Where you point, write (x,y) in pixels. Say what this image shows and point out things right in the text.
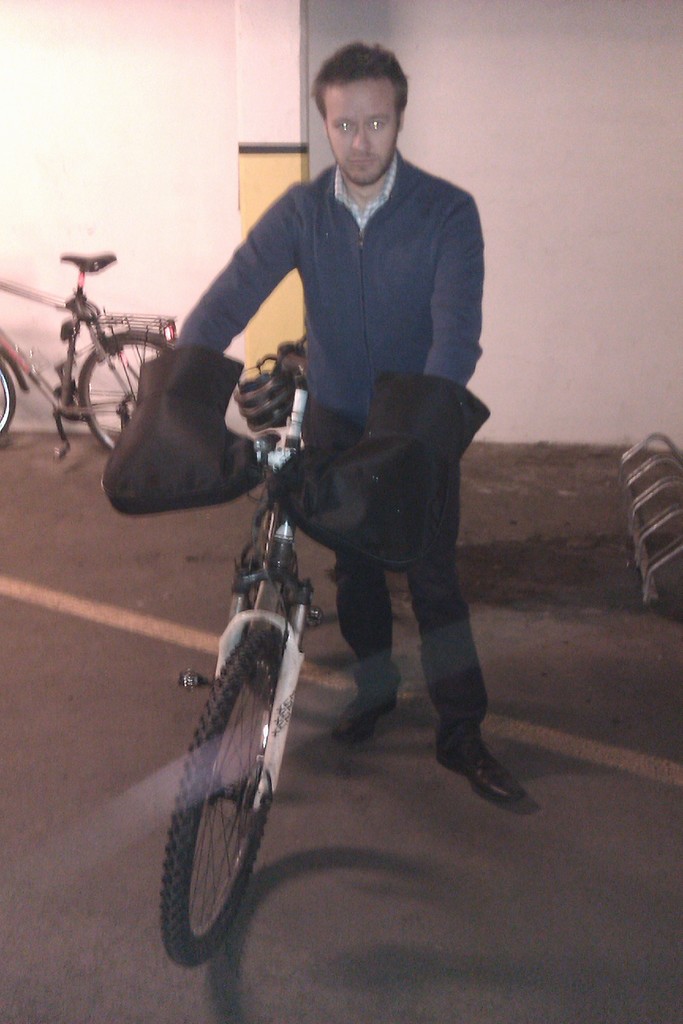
In this image a man (360,246) is standing. He is holding handles (229,480) of a bicycle (259,538). In the left (65,371) there is another bicycles (73,354). These are the stands (655,494). In the background (327,52) there is white wall (86,101).
